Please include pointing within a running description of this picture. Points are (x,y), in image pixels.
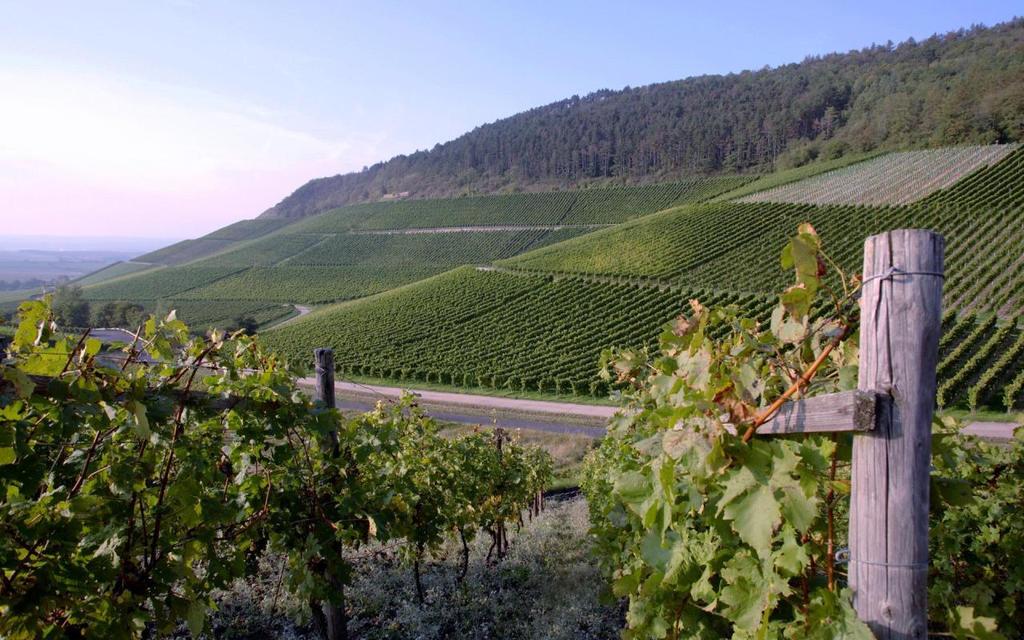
In this image I can see the plants (391,427) and the wooden poles (849,428). In the background (506,424) I can see the road (485,425), many plants (427,370), trees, mountains (354,207), clouds (288,143) and the sky (267,126).
